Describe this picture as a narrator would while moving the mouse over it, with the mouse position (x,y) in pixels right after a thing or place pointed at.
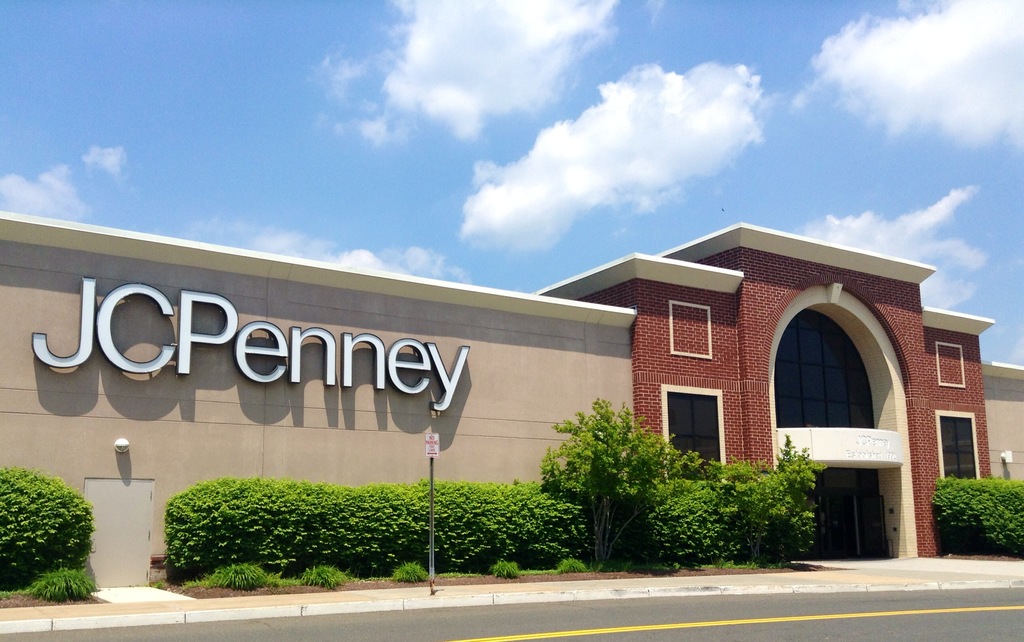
This is the front of a building (729,341). And there is something written on the building (323,352). Also it is having a brick wall (692,332). In the front of the building (137,506) there are bushes (681,507) and plants (720,523). Also there is a pole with a name board (428,453). Also there is a road (926,608). In the background (421,133) there is sky (395,116) with clouds (501,77).
